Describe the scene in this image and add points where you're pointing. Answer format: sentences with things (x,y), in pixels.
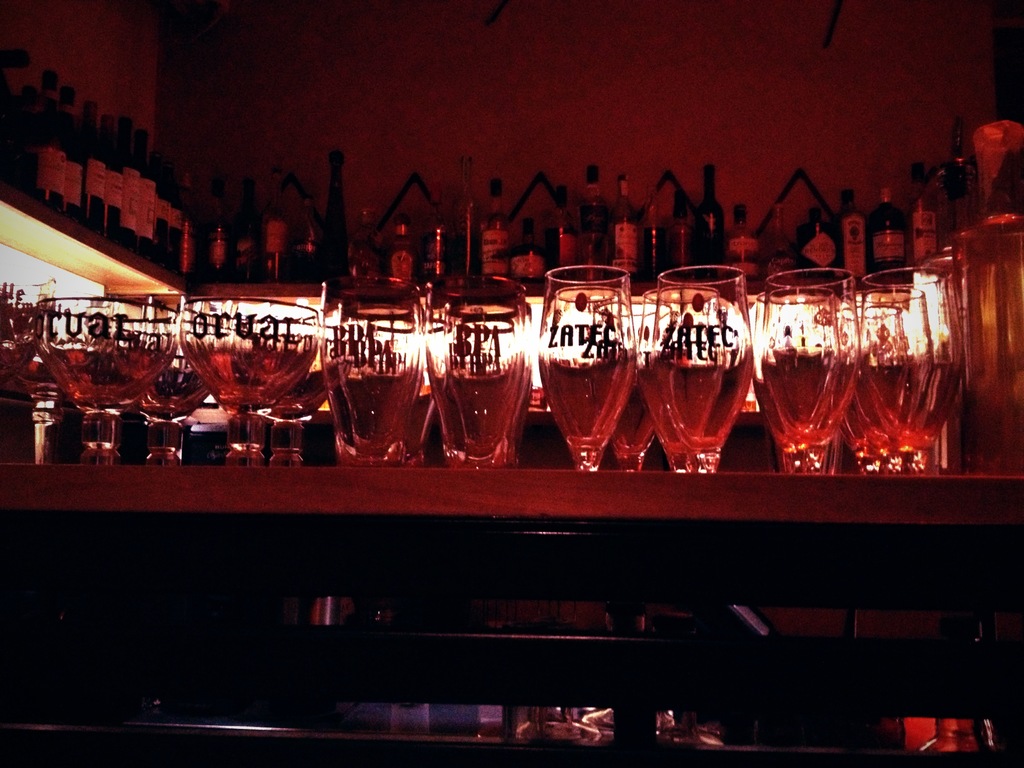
In this image we can see group of glasses (555,396) placed on the table (995,501). In the background (926,217), we can see some bottles (54,169) placed on the rack (132,273) and some lights (630,296).
